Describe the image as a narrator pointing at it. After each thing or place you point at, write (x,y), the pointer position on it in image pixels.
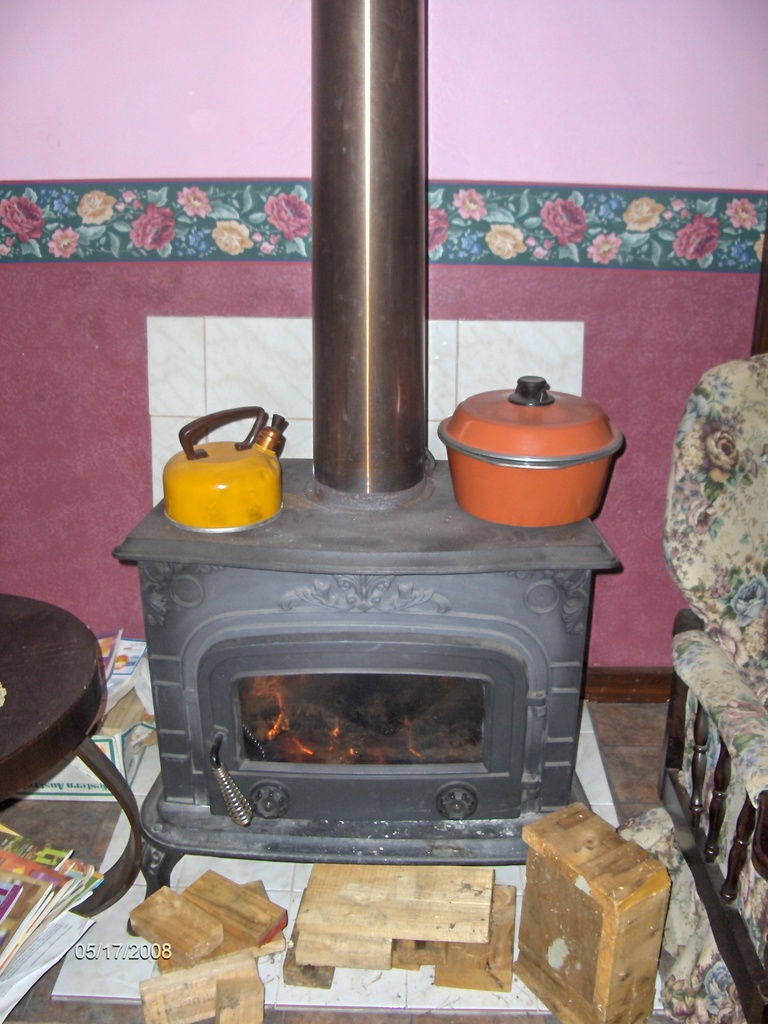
In this image we can see kettle (189,451), vessel (529,451), chimney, campfire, wooden blocks (189,898), sofa set (730,676). In the background (582,117) we can see wall (248,86).
